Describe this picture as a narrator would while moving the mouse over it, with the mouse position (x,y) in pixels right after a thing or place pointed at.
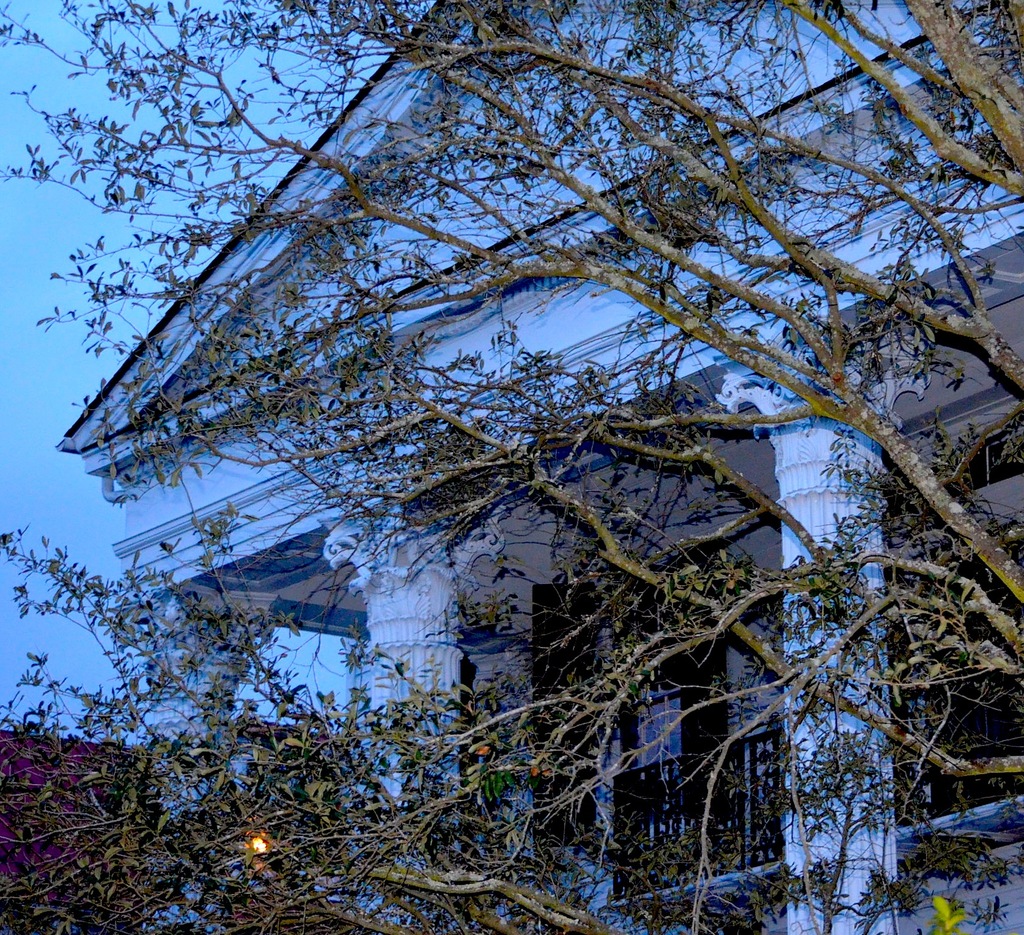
In this picture there is a tree branches (284,811) in the front (248,862). Behind there is a white color building (419,377) with big pillars (446,596).
